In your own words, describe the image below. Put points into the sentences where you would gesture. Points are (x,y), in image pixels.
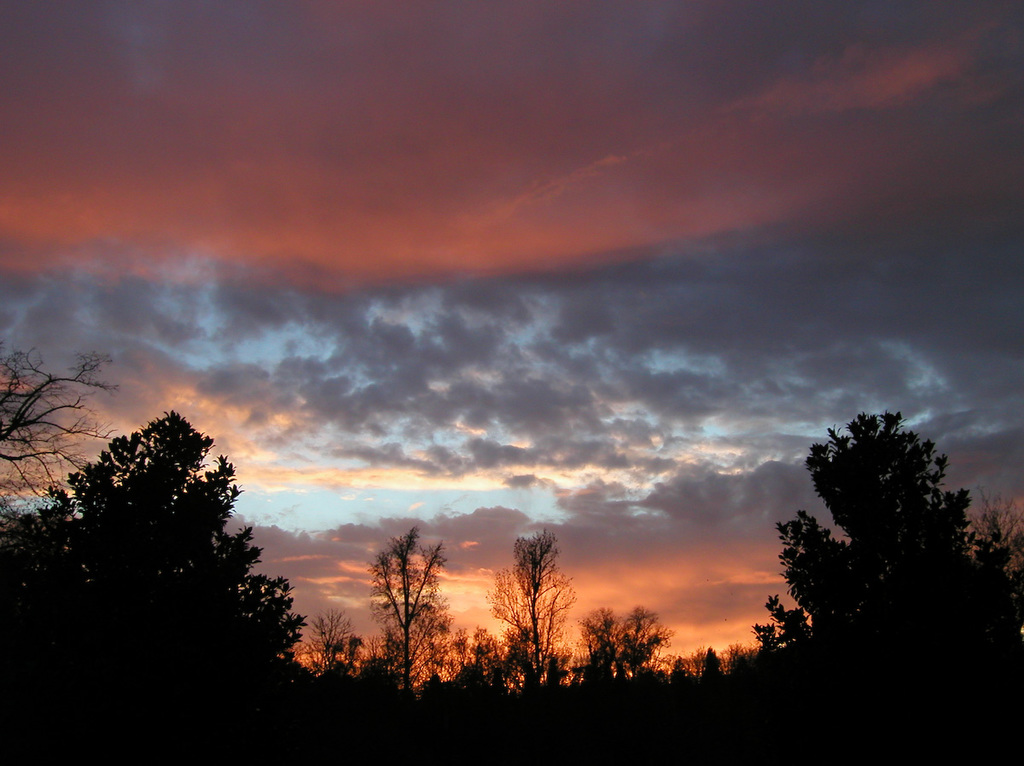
In this picture there are some trees (200,534) in the front side (144,573). Behind there is a red color sunset sky (425,594) with clouds (526,478).
